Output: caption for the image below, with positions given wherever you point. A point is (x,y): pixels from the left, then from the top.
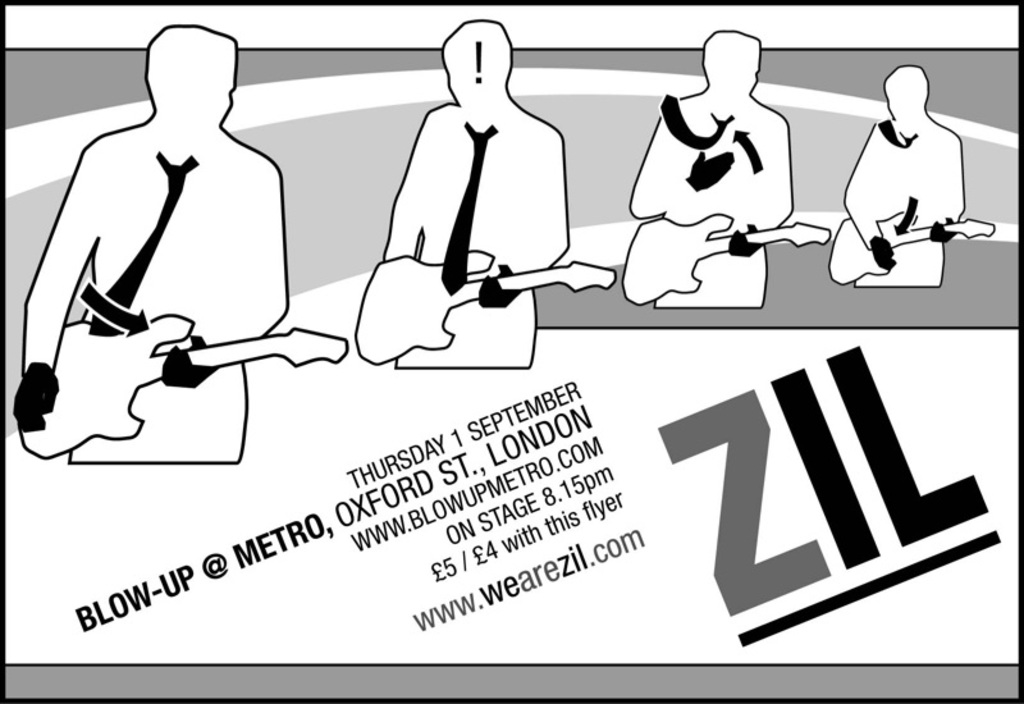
This is an animated image. In this image we can see depictions of people (458,62) and some text (441,508).
